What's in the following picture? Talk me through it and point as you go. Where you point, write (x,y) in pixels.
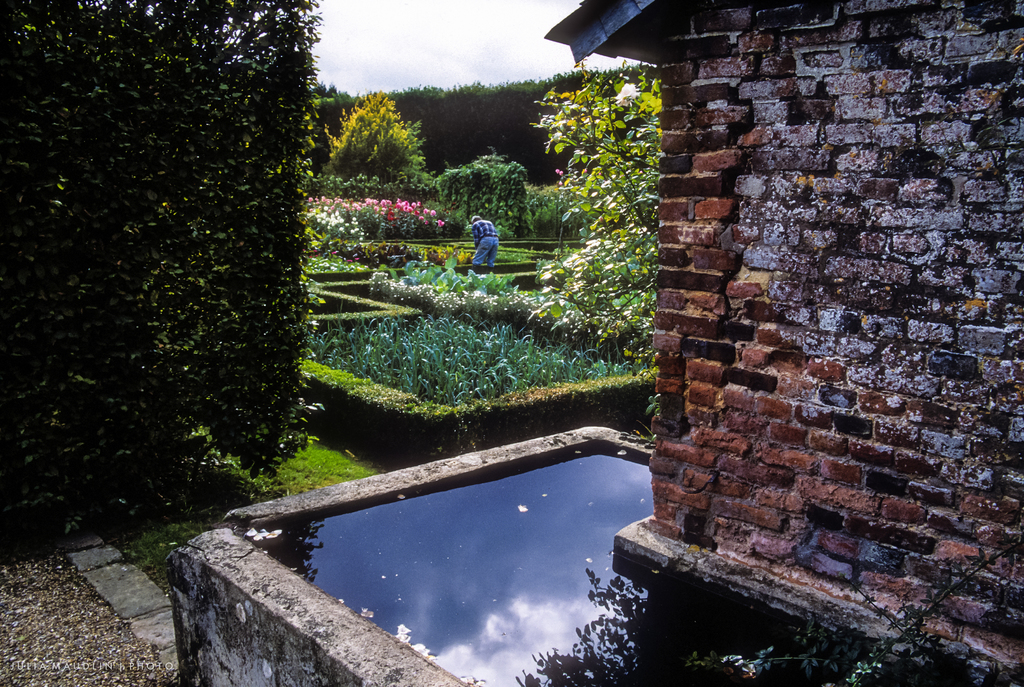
This looks like a garden (619,273). Here is the wall (705,244), which is built with the bricks (747,476). This is a person (490,270) standing. These are the trees (369,152), plants (499,311) and bushes (392,407). I can see the flowers (344,221). Here is the water (547,596).
